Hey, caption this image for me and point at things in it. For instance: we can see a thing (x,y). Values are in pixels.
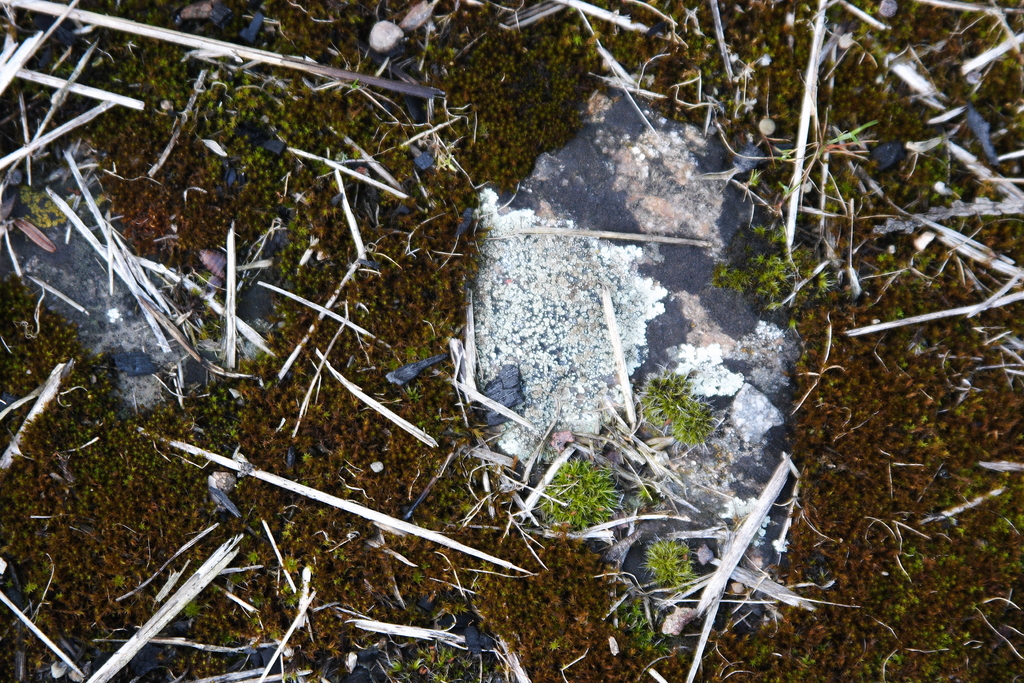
In the image there are grass stems (118,271) and dry straws (234,335) on the land (896,121).
